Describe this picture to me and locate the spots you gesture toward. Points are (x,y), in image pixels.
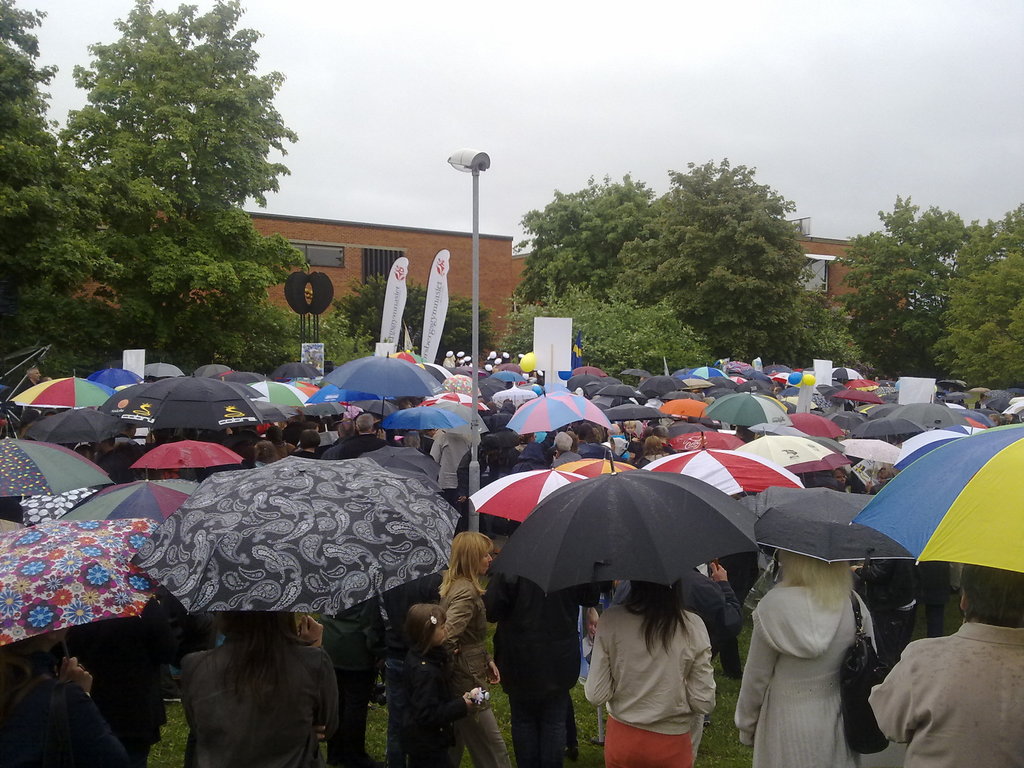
In this picture, i can see buildings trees (794,248) and a pole light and few banners (439,293), I can see few people (617,616) standing, holding umbrellas (404,494) and few placards (560,361) in their hands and I can see a cloudy sky (464,84).
